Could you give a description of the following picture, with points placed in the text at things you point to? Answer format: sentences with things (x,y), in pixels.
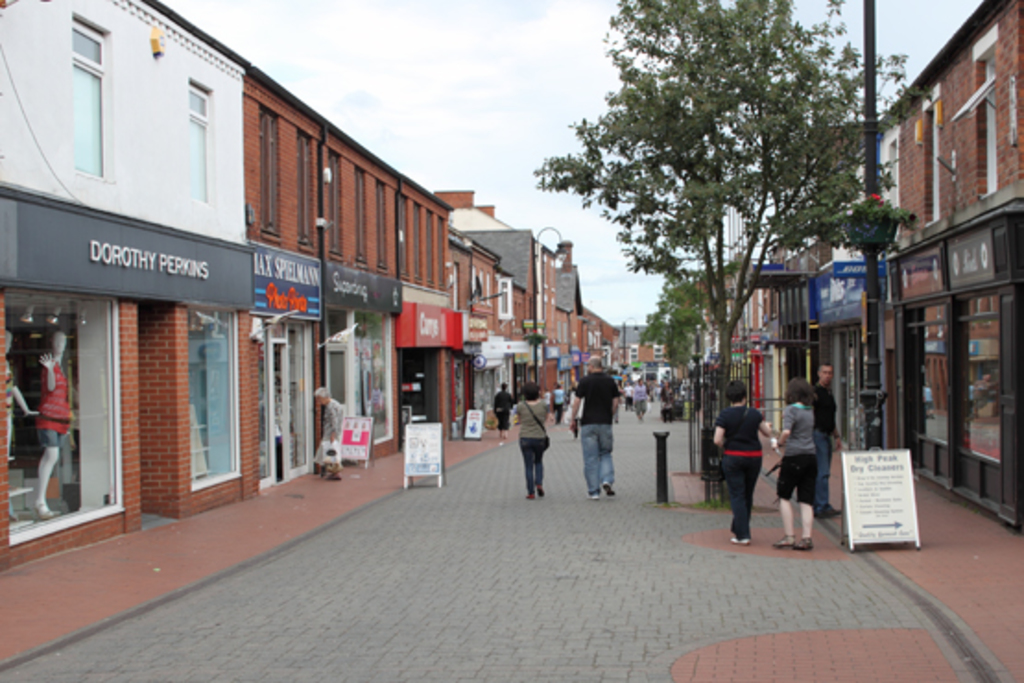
In this image there are people (612,437) walking on the road (625,427). On both sides of the road (606,568) there are some informational boards (881,474) and there are also buildings (481,304), trees (700,192) and some light poles (536,267) are also visible in this image. At the top (477,67) there is sky (475,56).
